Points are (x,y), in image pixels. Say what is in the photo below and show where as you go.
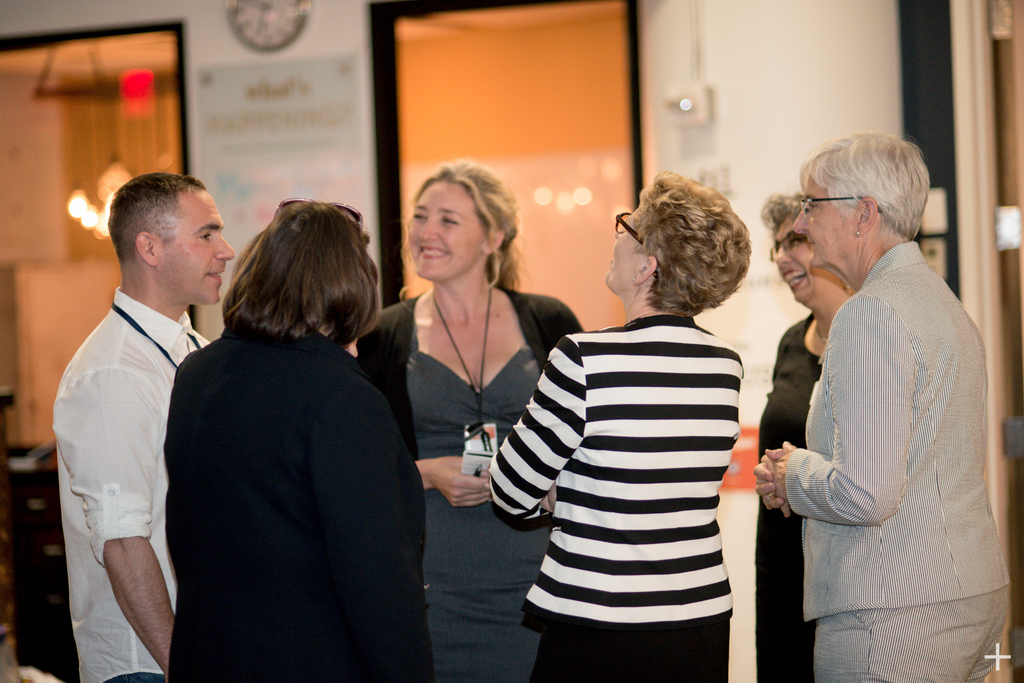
In this image we can see a few people (759,455) standing, behind there is a wall clock (270,36), written text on the board (292,91), glass windows (106,73), lights (71,201).
